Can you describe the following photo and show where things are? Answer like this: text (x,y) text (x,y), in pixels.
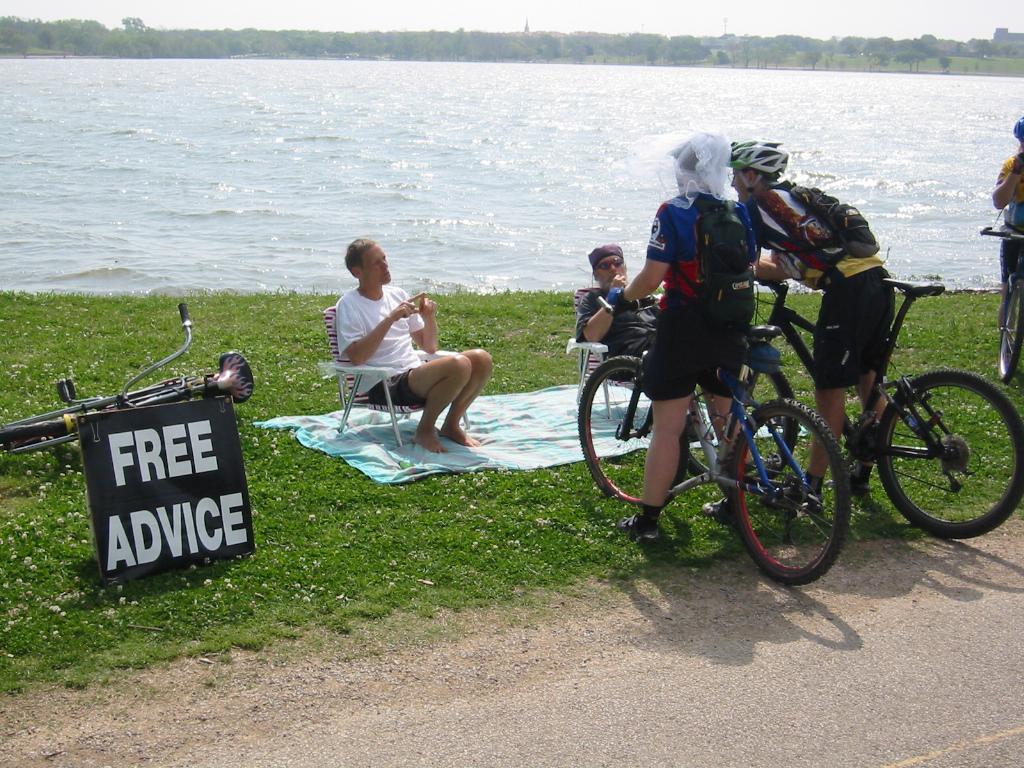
In this image i can see two persons (717,327) holding a bicycle (770,302) at the back ground (589,304) i can see three other persons (386,351) a board (211,471), a water (232,181), tree (214,45), sky (225,1).
